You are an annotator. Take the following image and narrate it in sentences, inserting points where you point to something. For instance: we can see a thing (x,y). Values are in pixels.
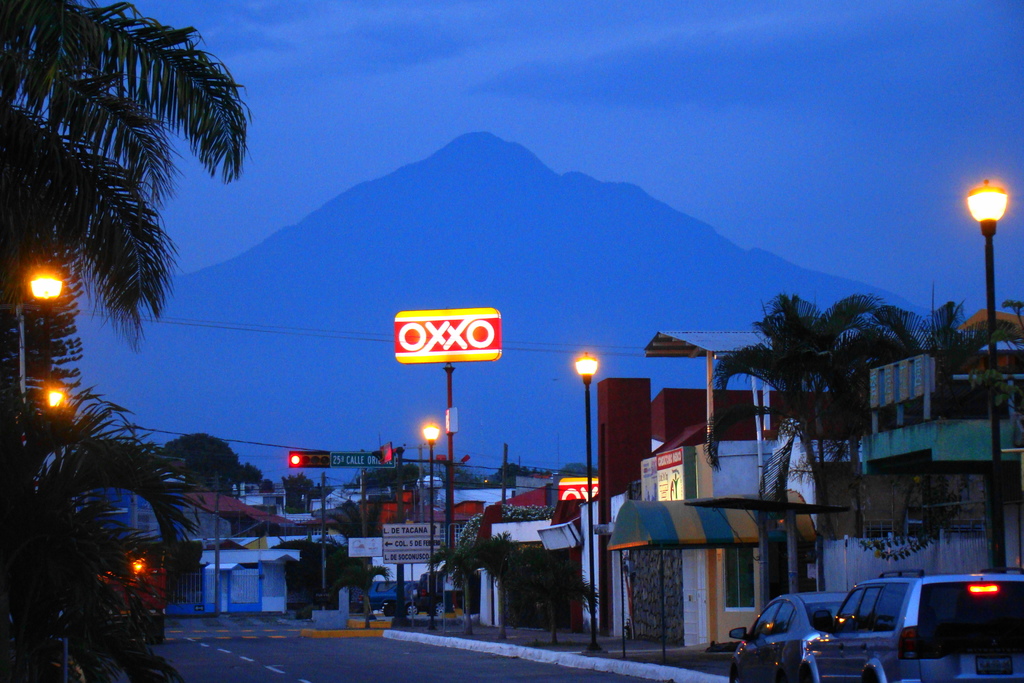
In this picture I can see there is a road (447,680) and there are few vehicles (842,655) moving on the road (553,674) and there are buildings (604,509), poles (592,507) with lamps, trees (32,614), banners (417,331), direction boards (394,539) and there are poles (400,565) with traffic lights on to right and there are trees (31,567) on to left (65,611) and there is a mountain (434,209) in the backdrop (386,182) and the sky (535,103) is clear.
